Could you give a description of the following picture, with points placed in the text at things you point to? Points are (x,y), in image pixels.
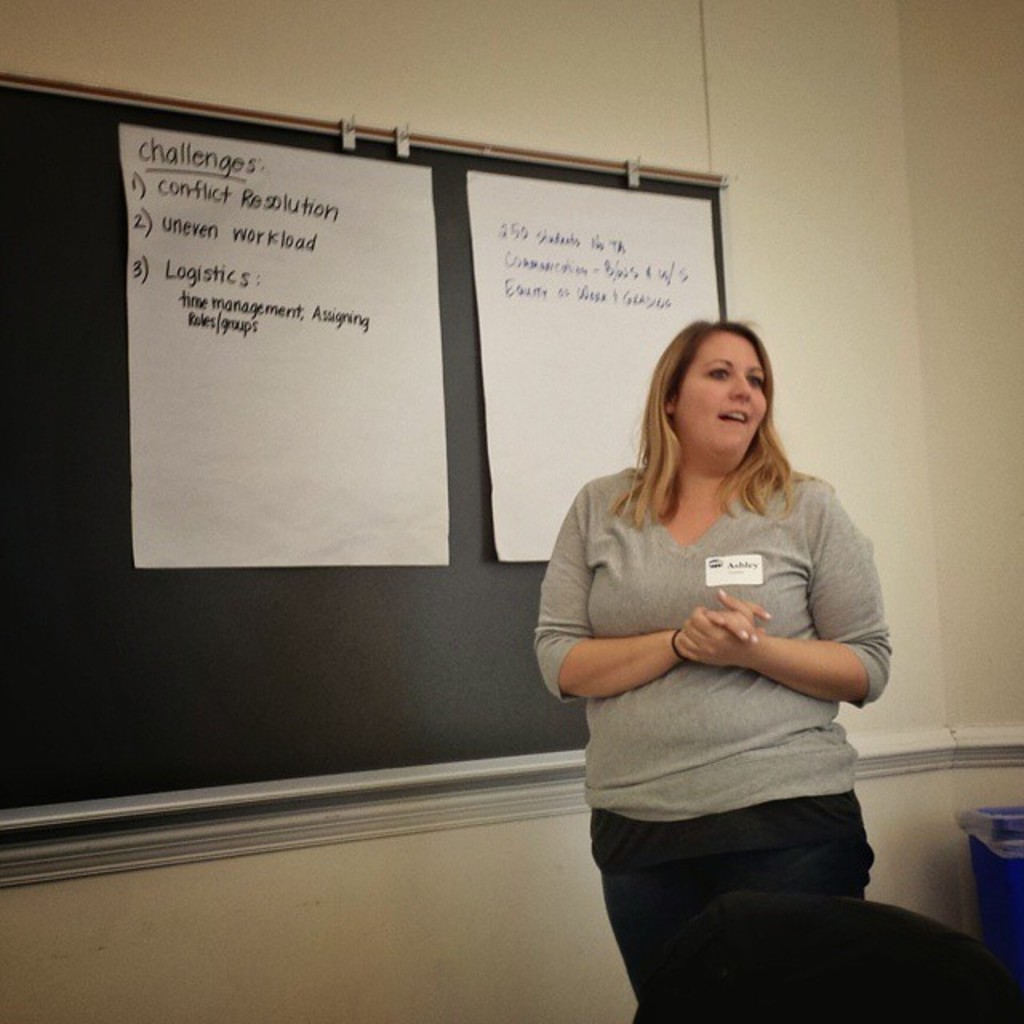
In this image I can see a woman (689,689) standing. I can see a board (446,685) and two papers (476,274) on it. The board (473,287) is attached to the cream wall (807,227).
